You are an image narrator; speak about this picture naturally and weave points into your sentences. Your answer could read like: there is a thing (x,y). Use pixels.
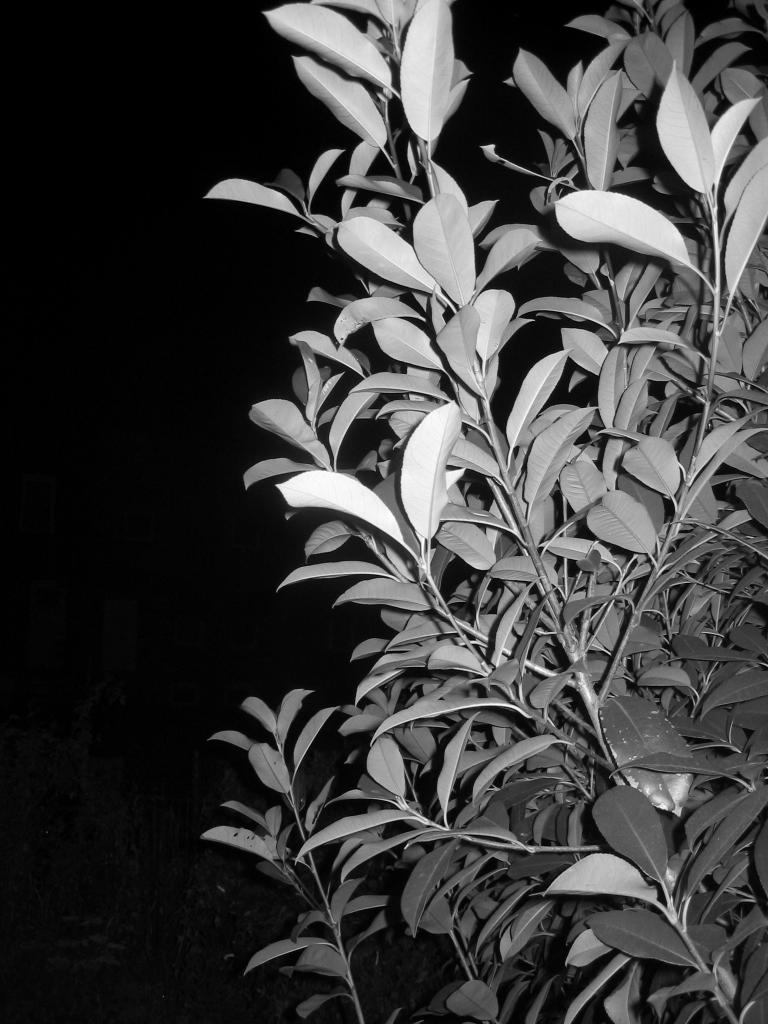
In the picture we can see some plants (522,687) which has leaves (456,291) and in the background (135,383) there is dark view.
